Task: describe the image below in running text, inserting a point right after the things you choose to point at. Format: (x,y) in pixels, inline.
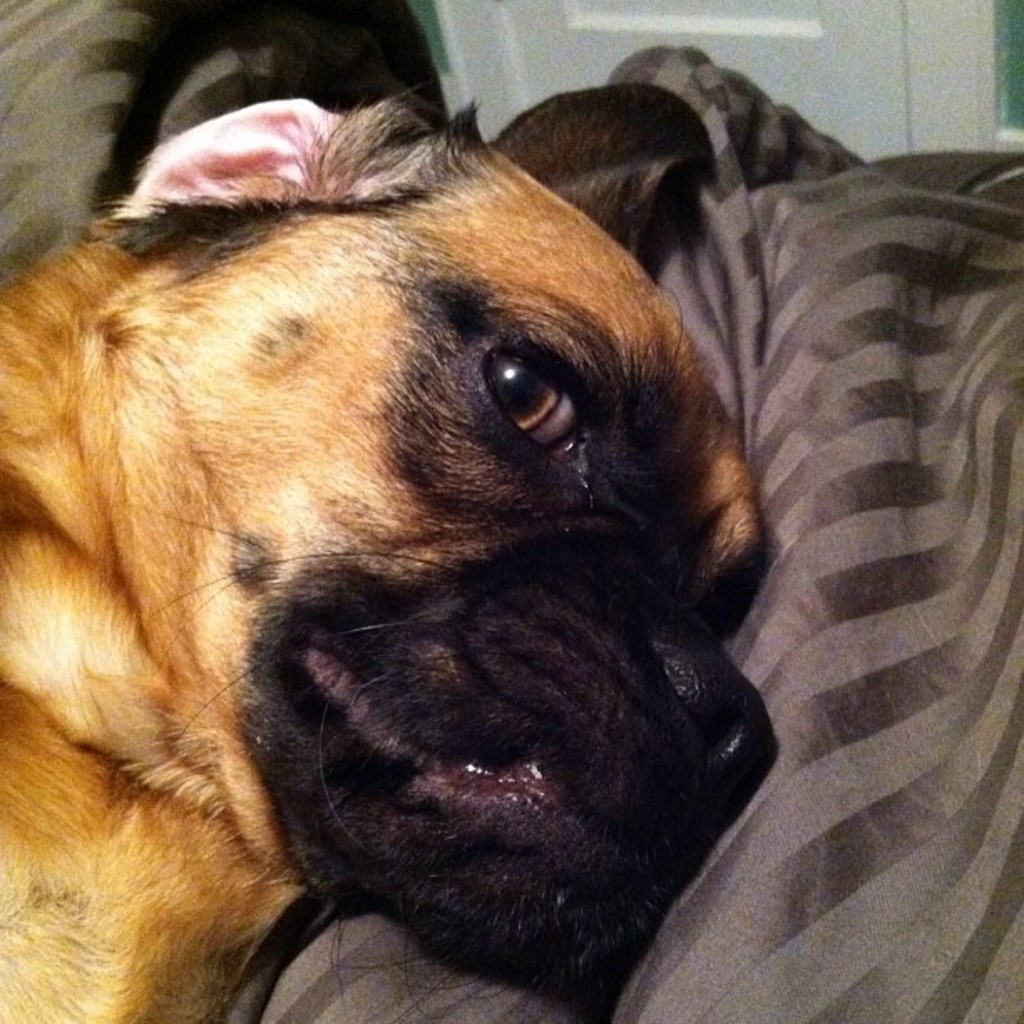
In this image we can see a dog (527,523) on the cloth (818,556) and there is a door (821,77) in the background (851,70).
